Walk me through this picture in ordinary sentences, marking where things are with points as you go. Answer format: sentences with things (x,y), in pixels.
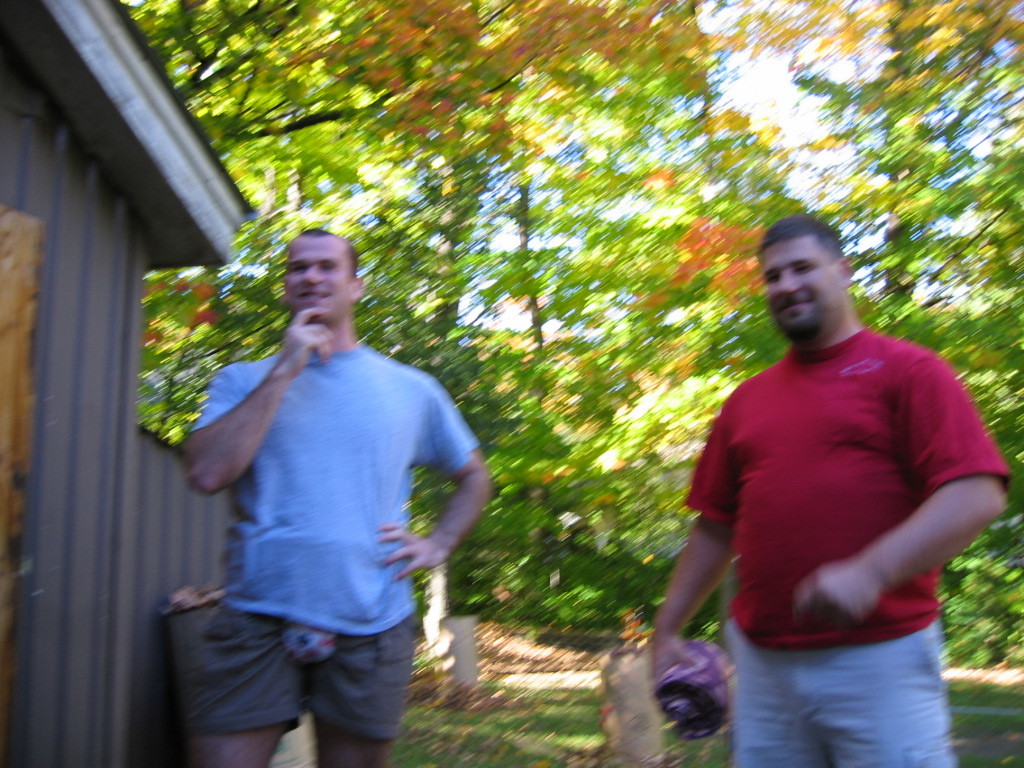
In this image in the center (349,370) there are two persons (321,460) who are standing and in the background (483,291) there are some trees (499,142). On the left side (100,286) there is one house (90,500), at the bottom (464,739) there is grass (591,724).
